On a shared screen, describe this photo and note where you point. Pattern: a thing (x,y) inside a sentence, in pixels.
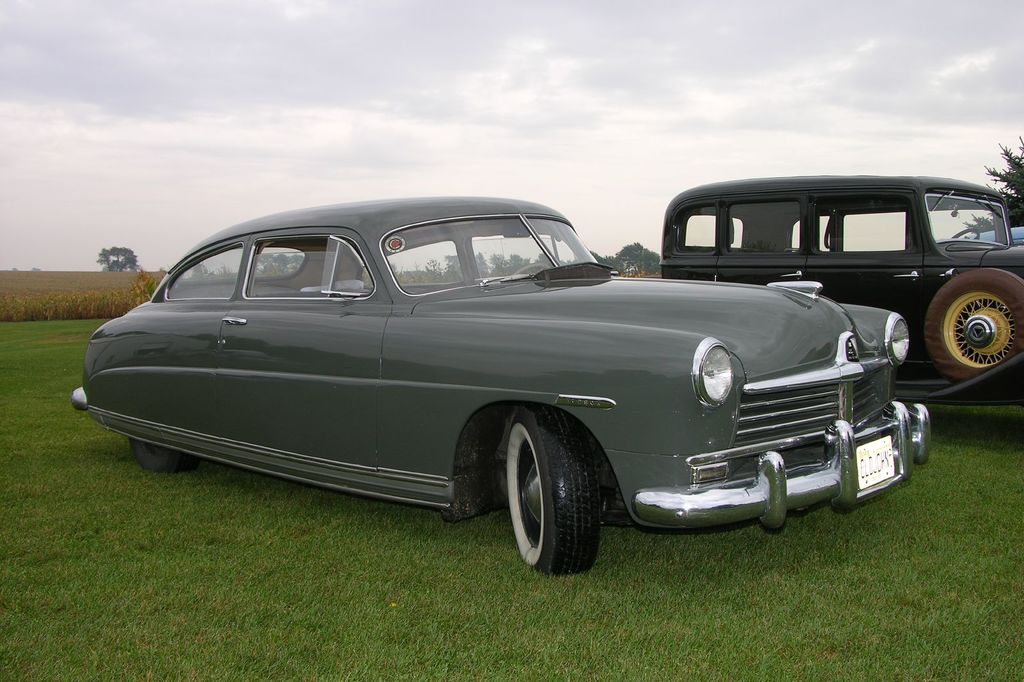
This image is taken outdoors. At the top of the image (142,119) there is the sky (580,118) with clouds (722,100). At the bottom of the image (137,569) there is a ground (323,613) with grass (705,627) on it. In the background (110,299) there are a few trees (634,256) and plants (89,295) on the ground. In the middle of the image (632,319) two cars (879,288) are parked on the ground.
